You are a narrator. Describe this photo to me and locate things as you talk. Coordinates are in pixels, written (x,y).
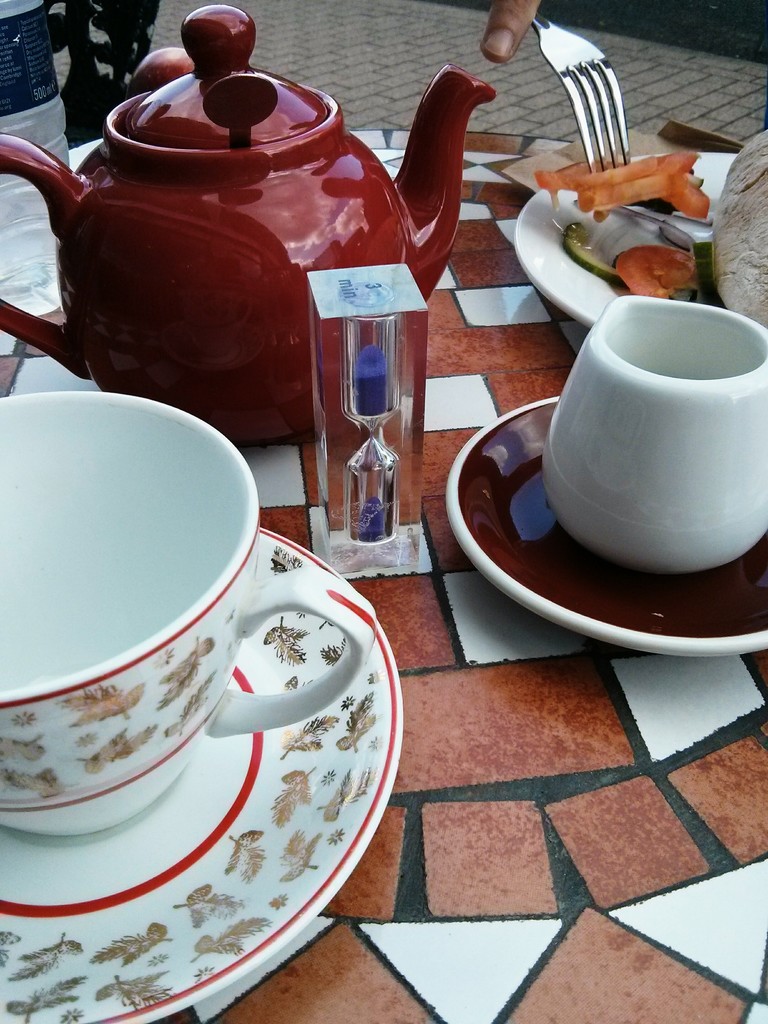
In this picture we can see a kettle (263,267), on right side (670,460) there is a cup (674,501) and saucer (522,430) and also we can see a plate of food (618,215), a person (525,24) holding a fork (560,41) here.
